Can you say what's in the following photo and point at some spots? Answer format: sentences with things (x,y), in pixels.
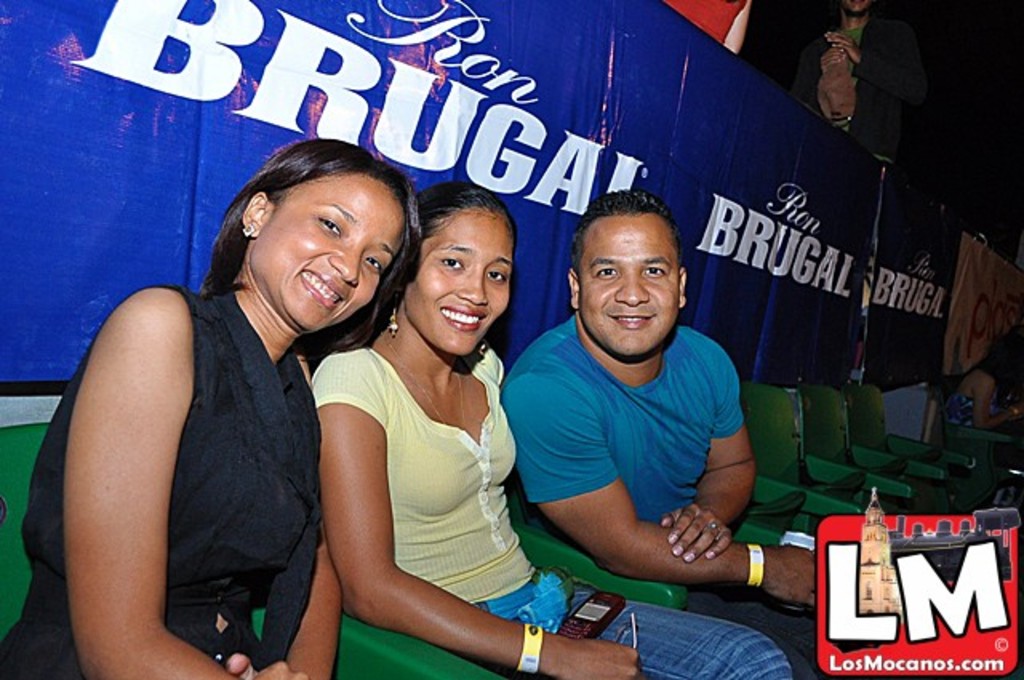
In this image I can see two women (378,507) and a man (562,449) are sitting on chairs (428,639). These people (425,450) are smiling. Here I can see a watermark (870,591). In the background (944,436) I can see chairs (914,441) and people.
